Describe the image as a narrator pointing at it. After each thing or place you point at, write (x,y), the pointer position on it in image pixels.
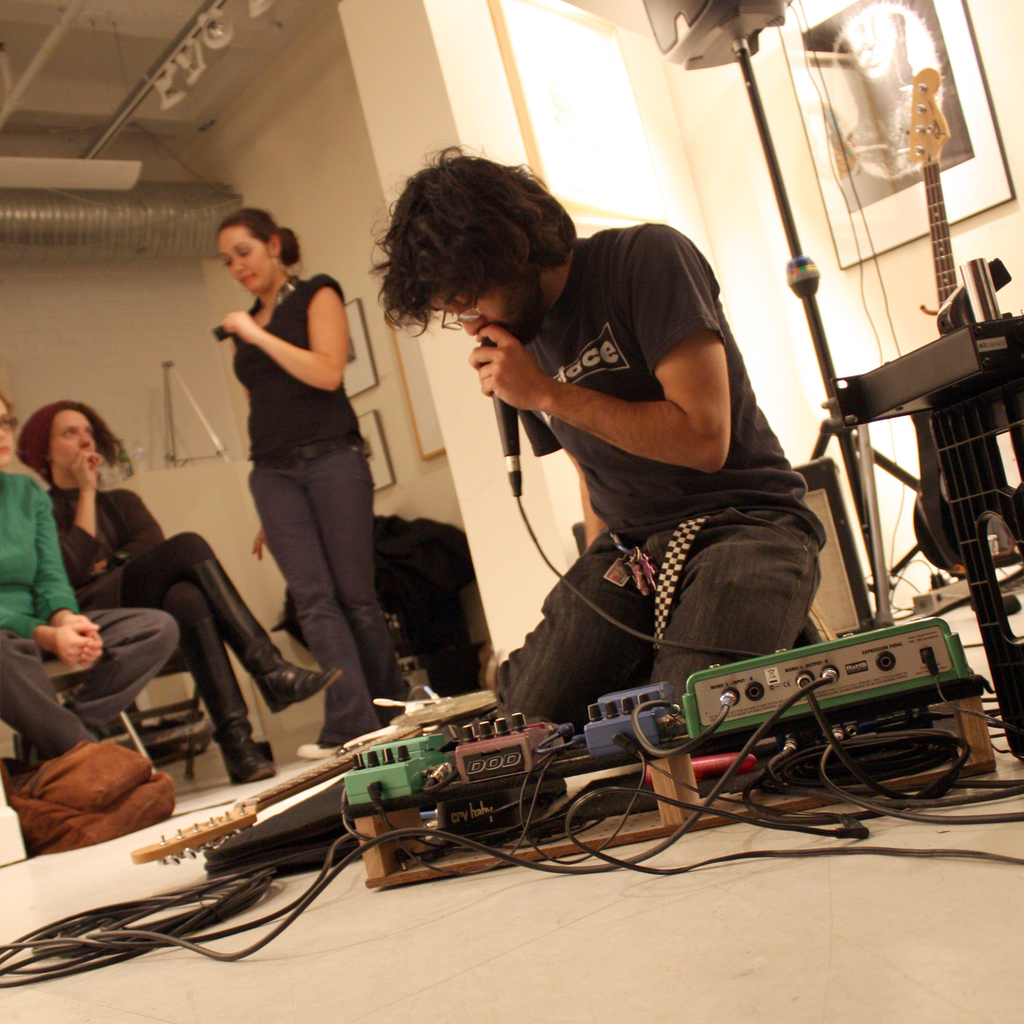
In this picture I can see a man (575,567) holding a microphone (502,435) in his hand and I can see a guitar (184,834) on the floor (236,795) and few electronic machines (503,771) and I can see few photo frames (513,97) on the wall (822,411) and I can see a guitar (923,477) on the back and I can see couple of them (217,702) seated and a woman (323,416) standing and I can see few lights (180,97) on the ceiling (243,76).
